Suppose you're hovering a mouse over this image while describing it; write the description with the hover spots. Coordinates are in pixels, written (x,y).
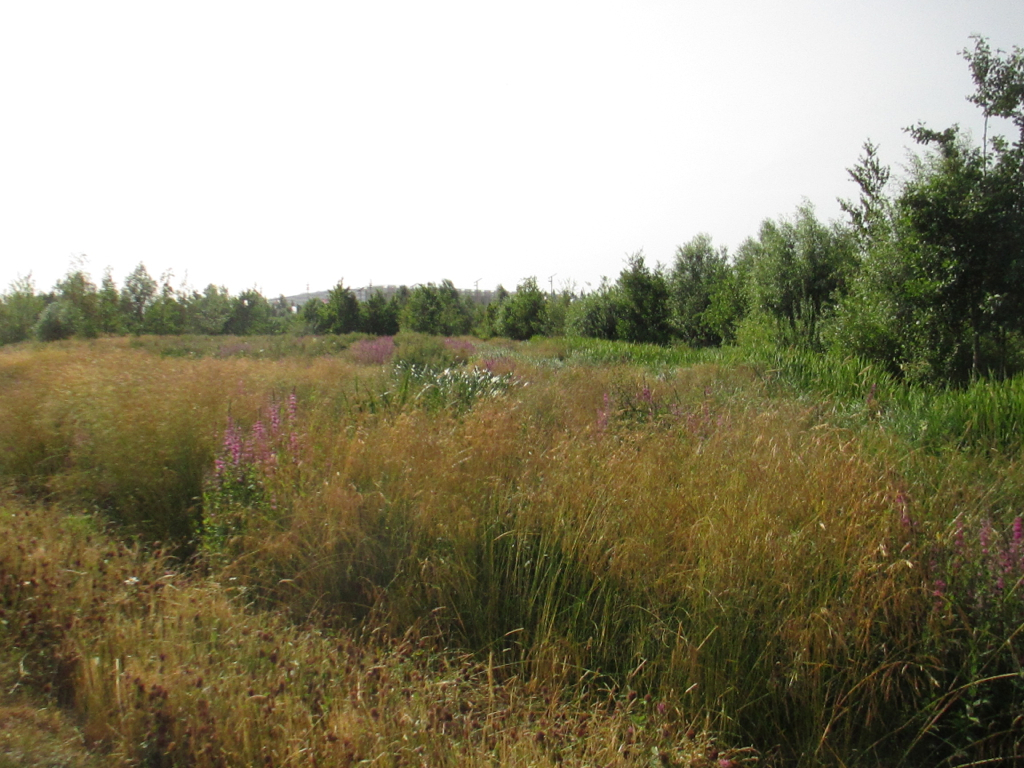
In the foreground of this image (373,631), there is grass (447,469) and flowers (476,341). In the background (509,300), there are trees (753,293). At the top (582,77), there is the sky (441,70).
